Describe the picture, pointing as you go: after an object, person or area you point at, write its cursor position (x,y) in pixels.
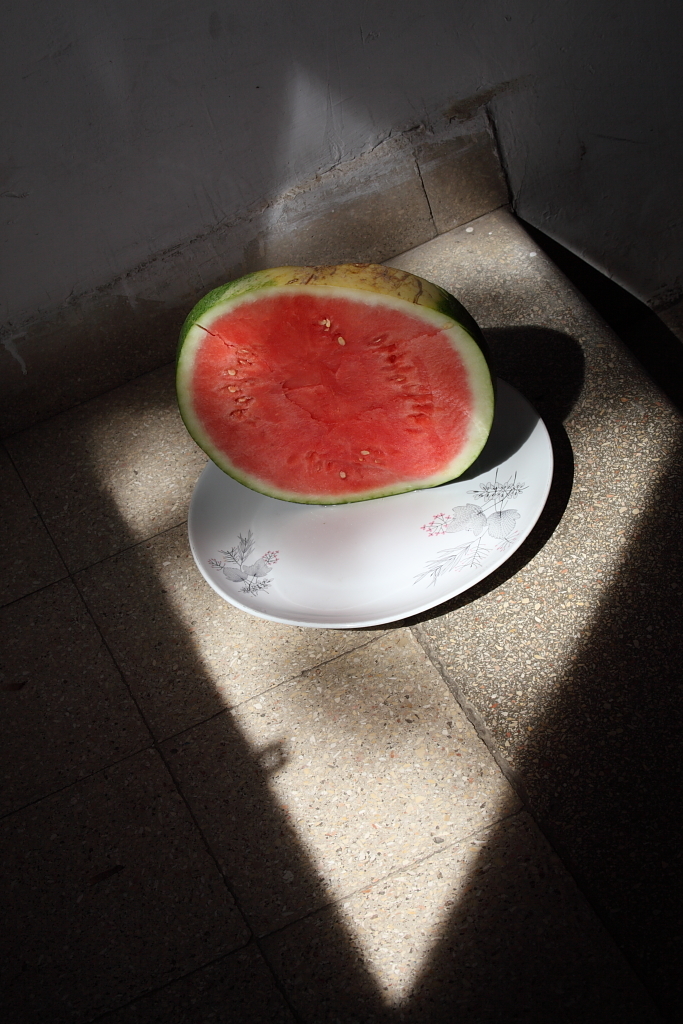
In the foreground of this image (385,301), there is a cut fruit (457,414) on a platter (426,591) which is placed on the surface (313,768). At the top (236,52), there is the wall (242,45).
